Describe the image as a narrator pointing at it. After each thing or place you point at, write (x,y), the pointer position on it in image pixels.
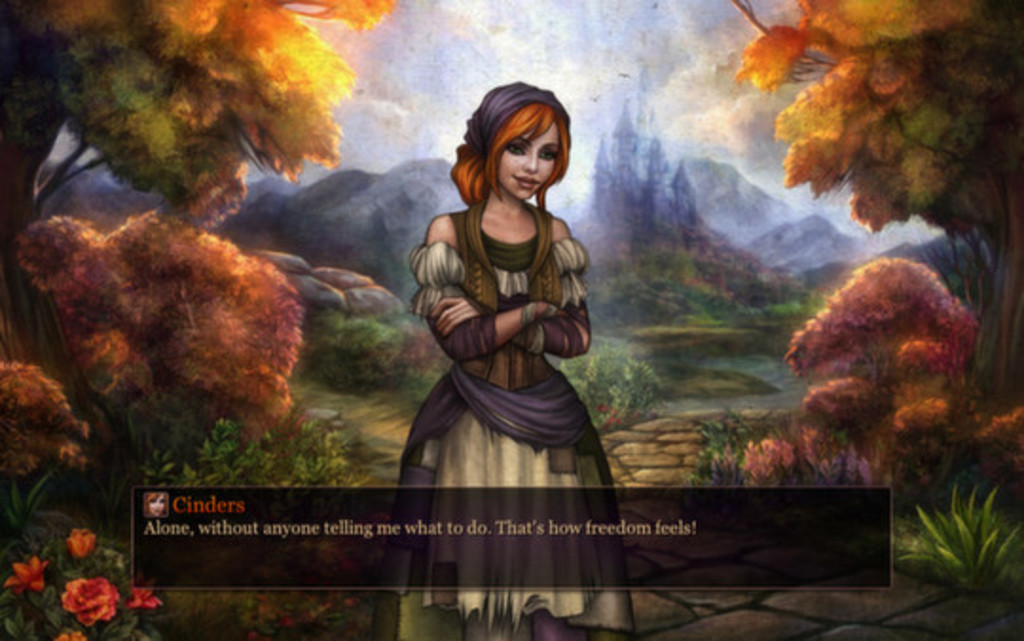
This is an animated image. In the center (536,215) there is a person (533,315) standing on the ground (772,615). In the background (84,252) we can see the flowers (70,592), plants (101,573), trees (991,337), rocks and some other objects (761,256). At the bottom (175,525) we can see the text (194,531) on the image.
